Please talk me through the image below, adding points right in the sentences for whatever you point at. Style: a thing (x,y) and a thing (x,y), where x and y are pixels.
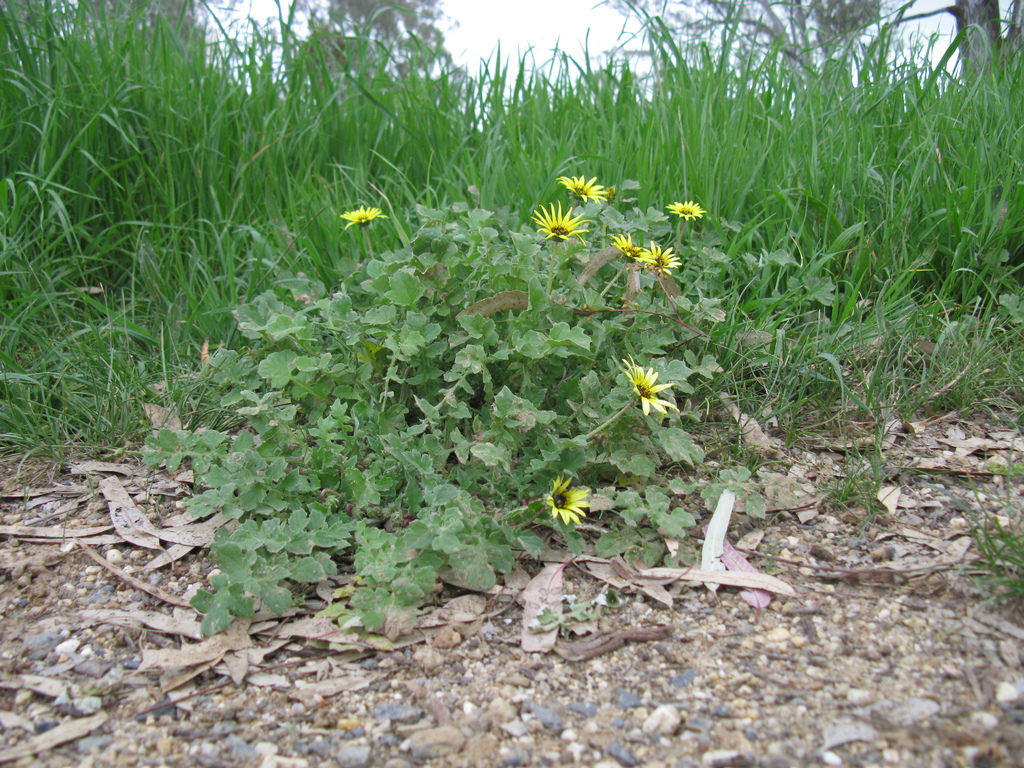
In this picture I see the stones (806,457) dry leaves (719,526) in front (212,655) and in the middle of this picture (414,477) I see the plants (445,321) and few flowers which are of yellow in color. In the background (570,17) I see the sky (600,46).
